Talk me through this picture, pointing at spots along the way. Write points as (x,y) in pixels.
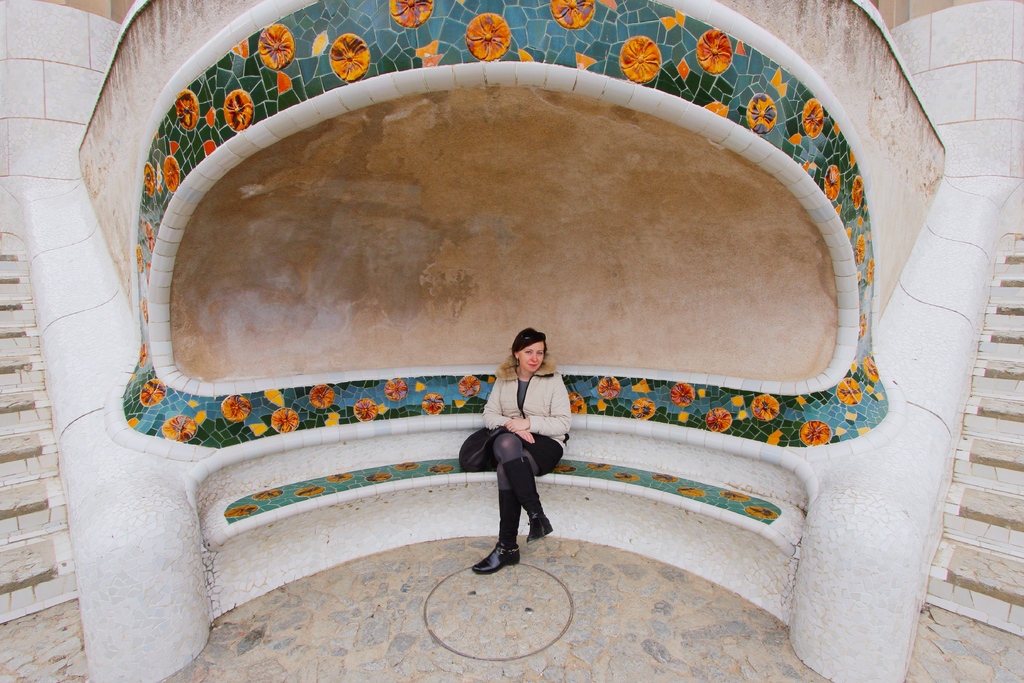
Here we can see a woman (502,469) sitting on a platform (562,483). This is a wall (67,99) and there are steps (987,507).
